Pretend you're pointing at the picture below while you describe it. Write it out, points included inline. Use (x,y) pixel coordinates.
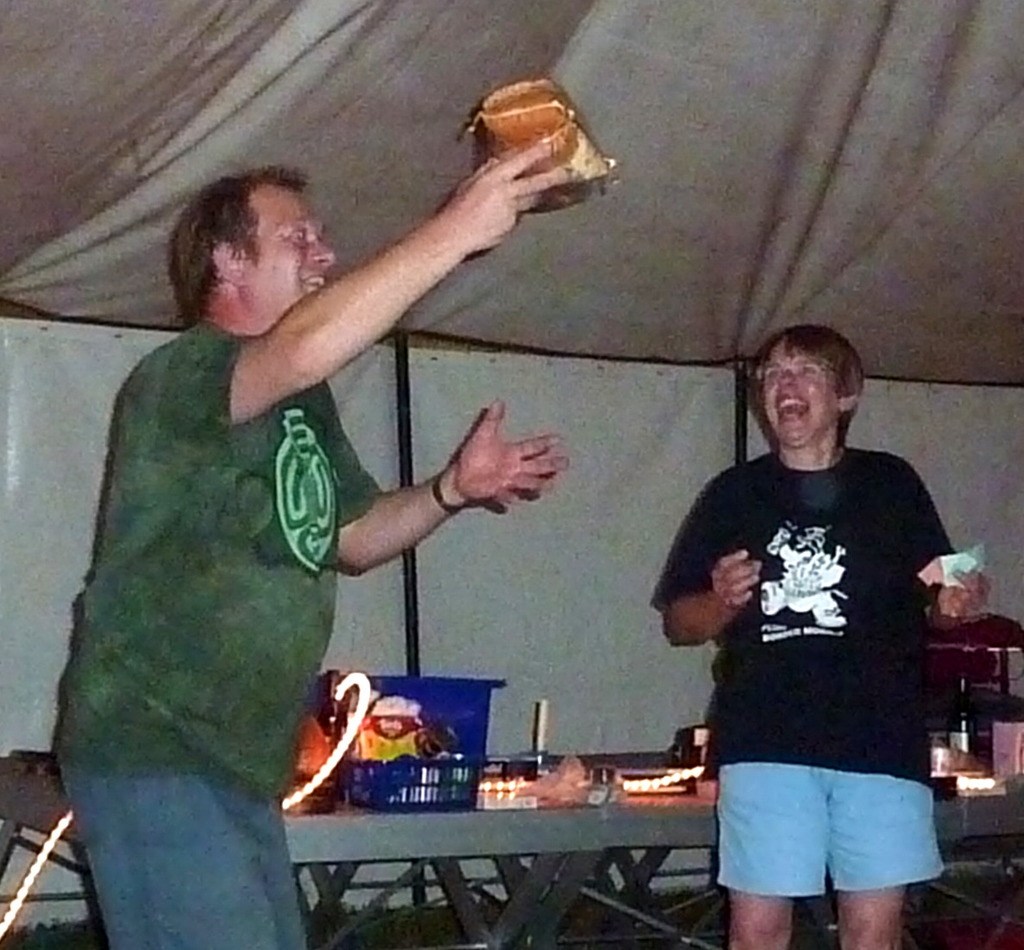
There are two men (316,559) standing and smiling. This man (296,314) is holding an object (534,143) in his hand (505,195). I think this is a tent (747,58). This looks like a table (460,824) with a basket (477,790), lights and few other things (586,797) on it.
